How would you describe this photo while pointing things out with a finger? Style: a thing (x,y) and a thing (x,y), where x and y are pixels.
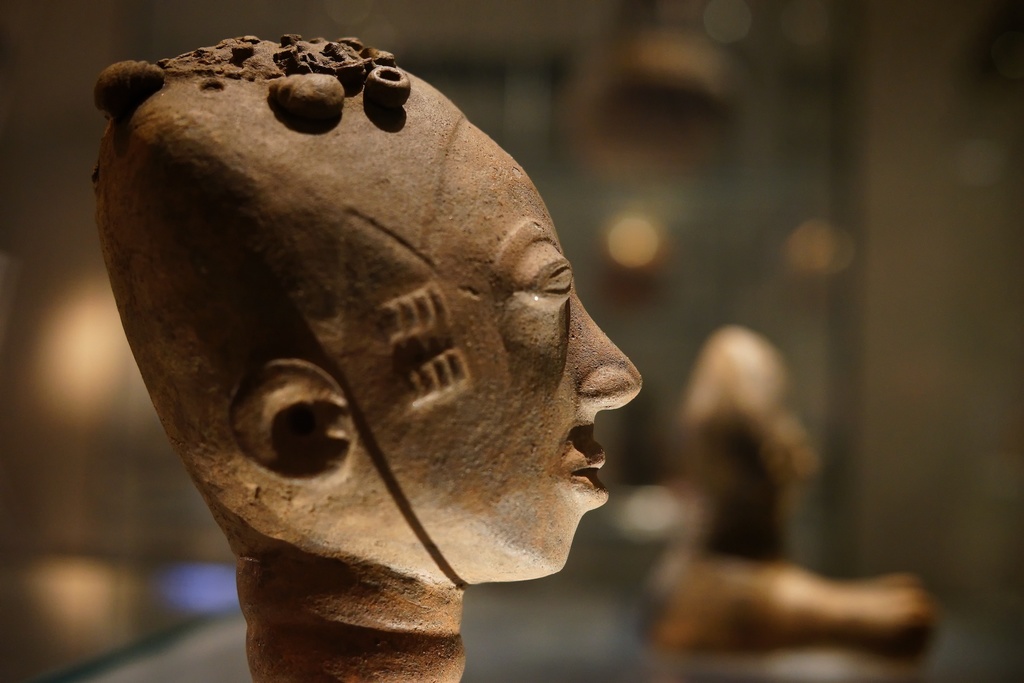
This picture shows a carved stone (338,238). it is brown in color.
